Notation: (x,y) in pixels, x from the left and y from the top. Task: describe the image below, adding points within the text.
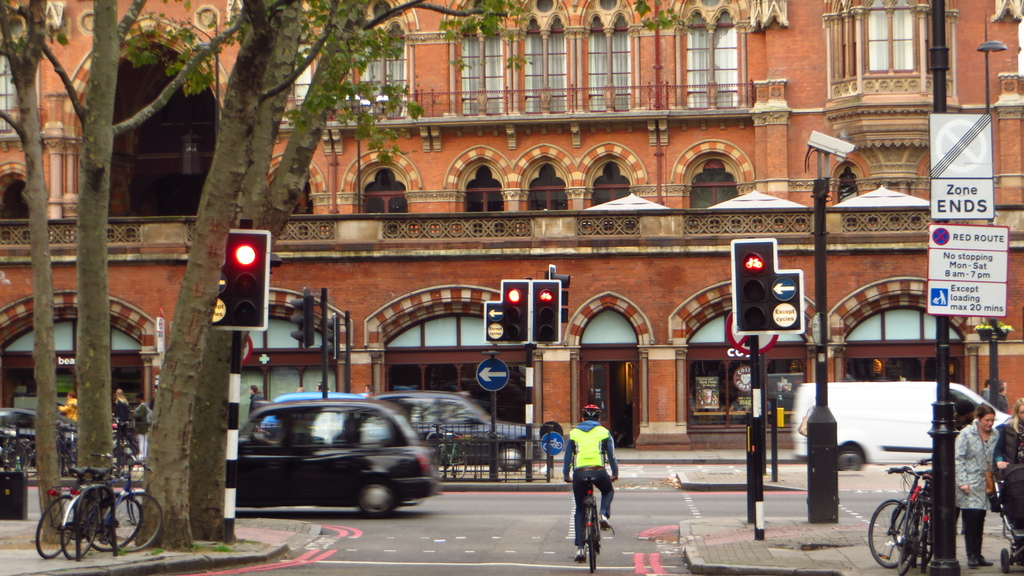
This image is taken outdoors. At the bottom of the image (486,533) there is a road (497,534) and there is a sidewalk (741,552). In the background (657,282) there is a building (572,146) with walls (648,121), windows (706,371), doors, balconies (684,239) and railings (61,222). In the middle of the image (511,317) there are a few signal lights (507,333) and sign boards (777,319). On the right side of the image (950,231) there are two boards (954,218) with text (955,239) on them. Two women (982,451) are walking on the sidewalk (994,540) and two bicycles (913,509) are parked on the sidewalk (888,527). A truck (909,391) is moving on the road (511,520). A few cars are moving on the road (499,517) and a man (588,470) is riding the bicycle (591,487). On the left side of the image (171,374) there are a few trees (95,443) and a few bicycles (108,483) are parked on the sidewalk (126,541).
